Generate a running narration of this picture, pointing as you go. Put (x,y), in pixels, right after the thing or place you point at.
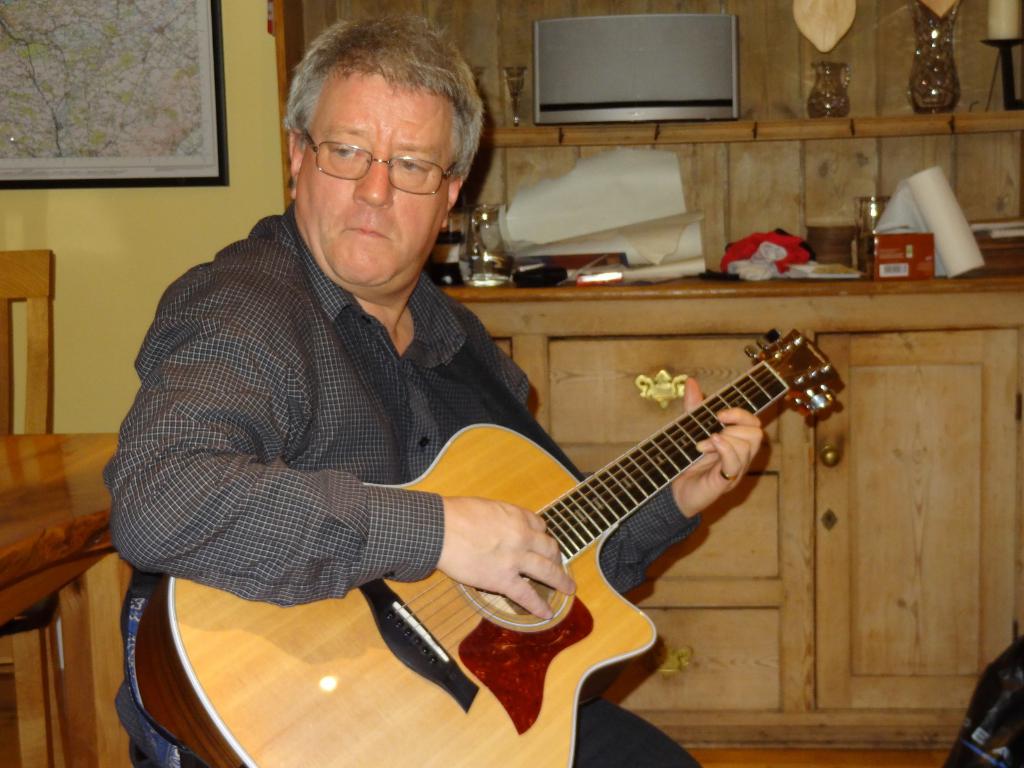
In this image I can see a man (250,539) is holding a guitar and he is wearing a specs (413,177). In the background (123,168) I can see a map (170,128) on this wall (93,219) and a chair (40,278).
